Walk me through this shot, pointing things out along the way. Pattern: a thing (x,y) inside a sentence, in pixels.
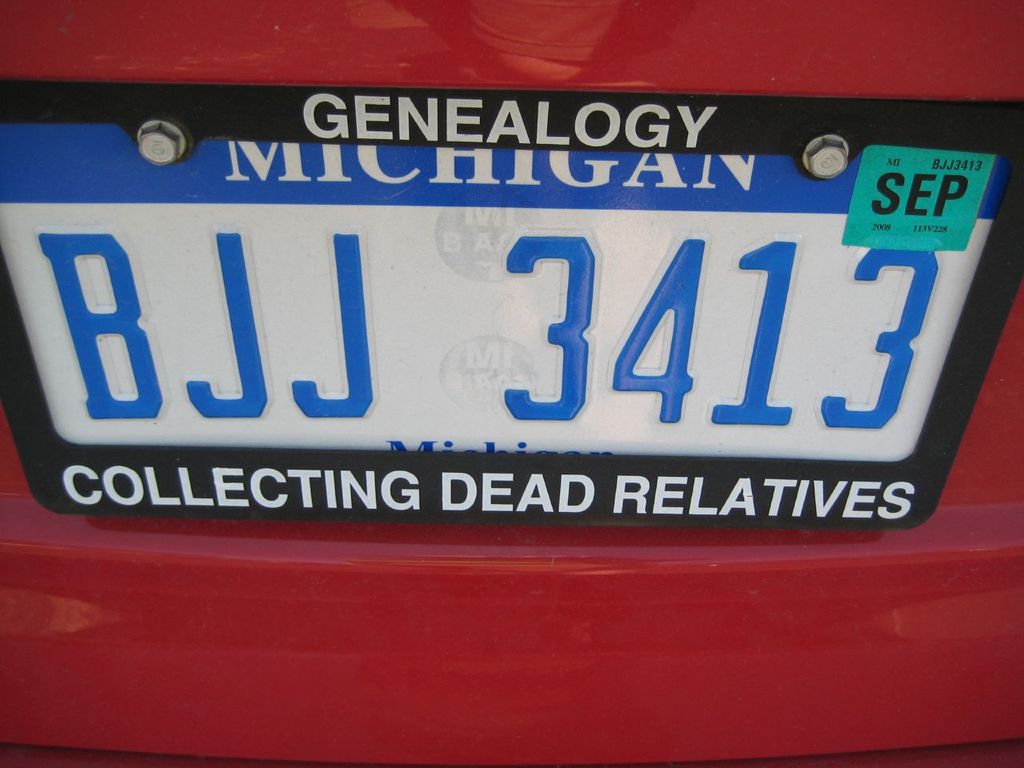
In this picture we can see a number plate (446,330).
